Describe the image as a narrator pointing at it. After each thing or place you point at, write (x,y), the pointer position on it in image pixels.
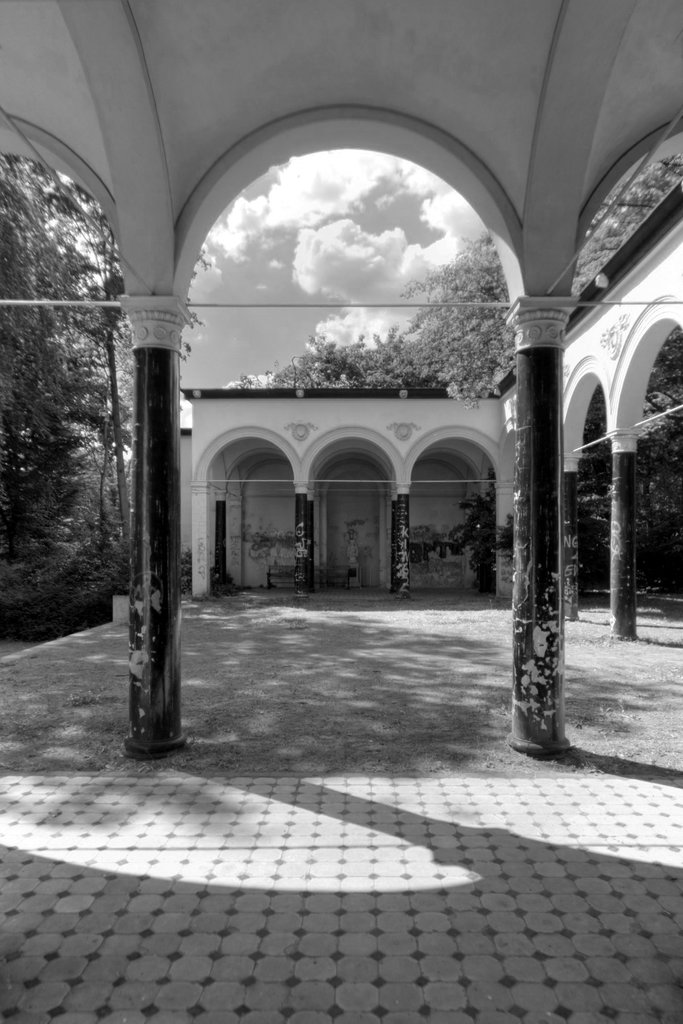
This is the black and white image where we can see the ground (25,927), pillars (165,703), roof (464,128), trees (361,345) and the sky (219,311) with clouds (449,216) in the background (292,232).
